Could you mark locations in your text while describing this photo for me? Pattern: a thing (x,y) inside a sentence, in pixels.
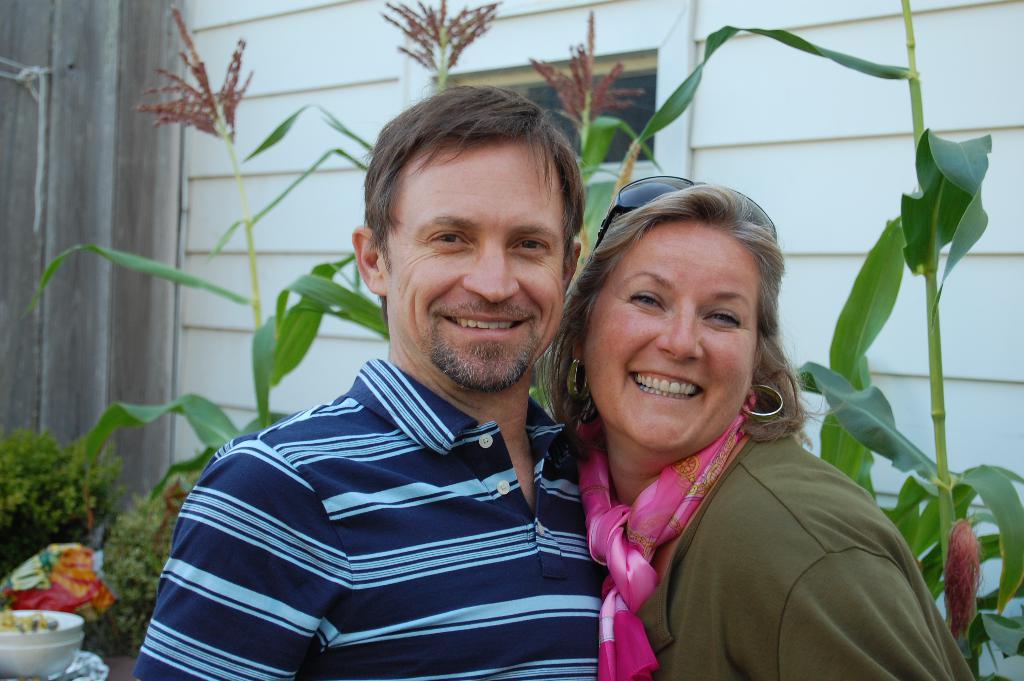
In the left side (251,487) a man (421,485) is smiling, he wore a t-shirt (404,472), beside him there is a woman (757,471) is also smiling. Behind them there are plants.
